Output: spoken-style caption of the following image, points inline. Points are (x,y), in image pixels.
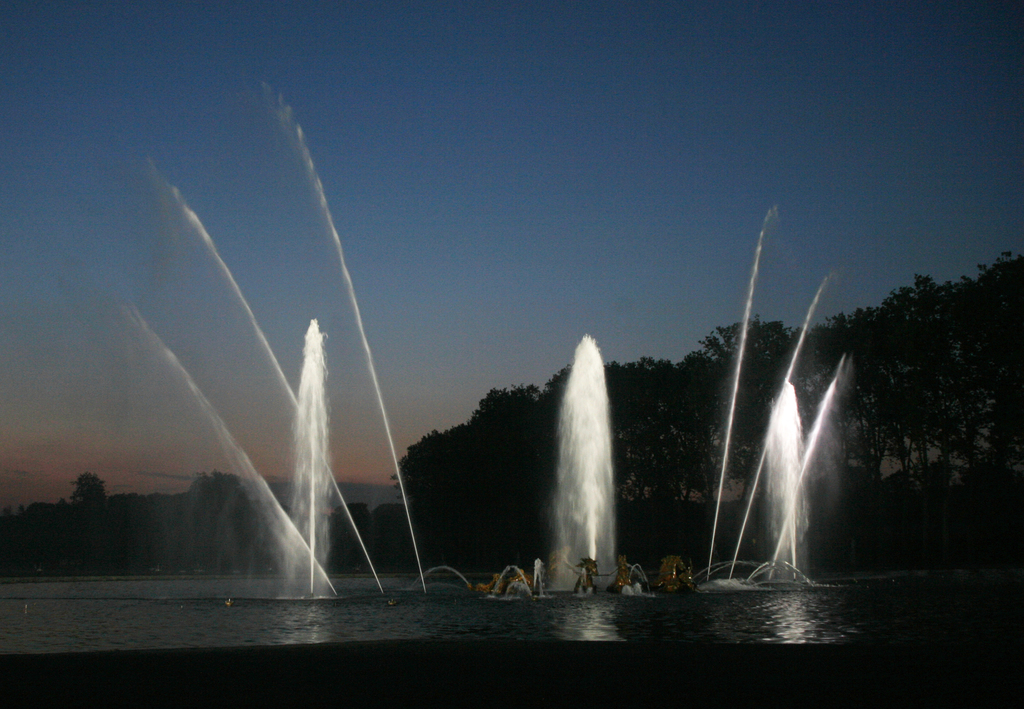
Here we can see water (737,605), statues (671,562), and trees (670,506). In the background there is sky (685,177).
